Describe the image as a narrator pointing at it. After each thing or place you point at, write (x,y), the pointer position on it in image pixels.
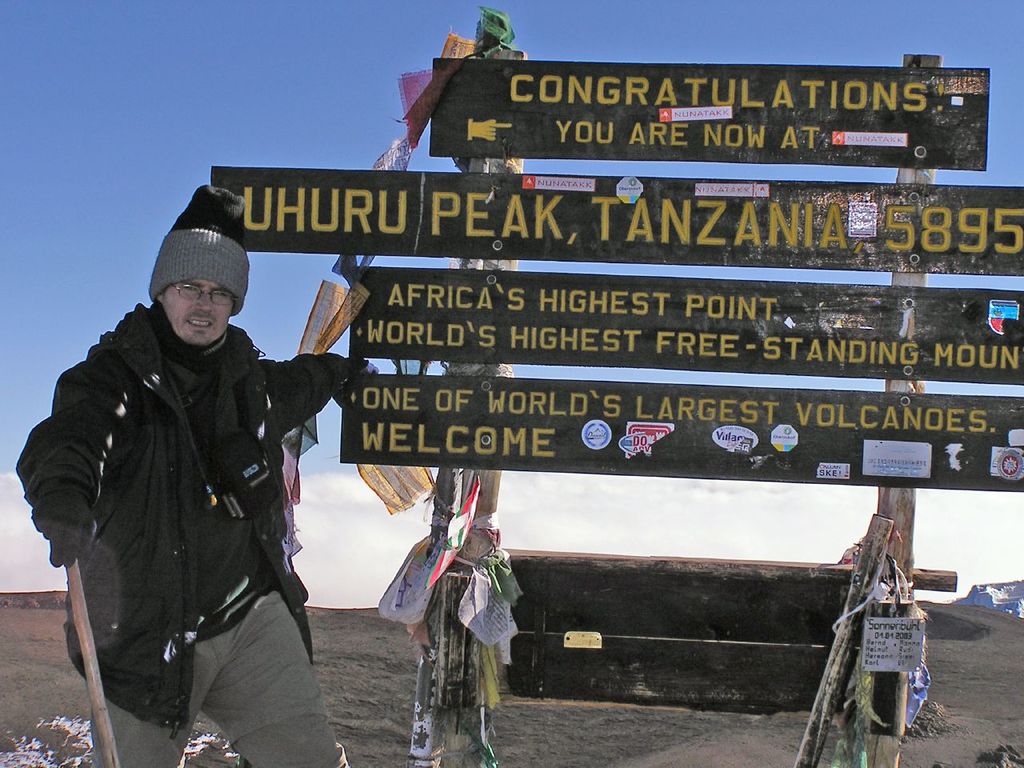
In this image, we can see a person (261,648) wearing clothes (170,533) and holding a stick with his hand (55,562). There is a board (531,158) in the middle of the image (550,323). There is a sky (345,70) at the top of the image (464,18).
